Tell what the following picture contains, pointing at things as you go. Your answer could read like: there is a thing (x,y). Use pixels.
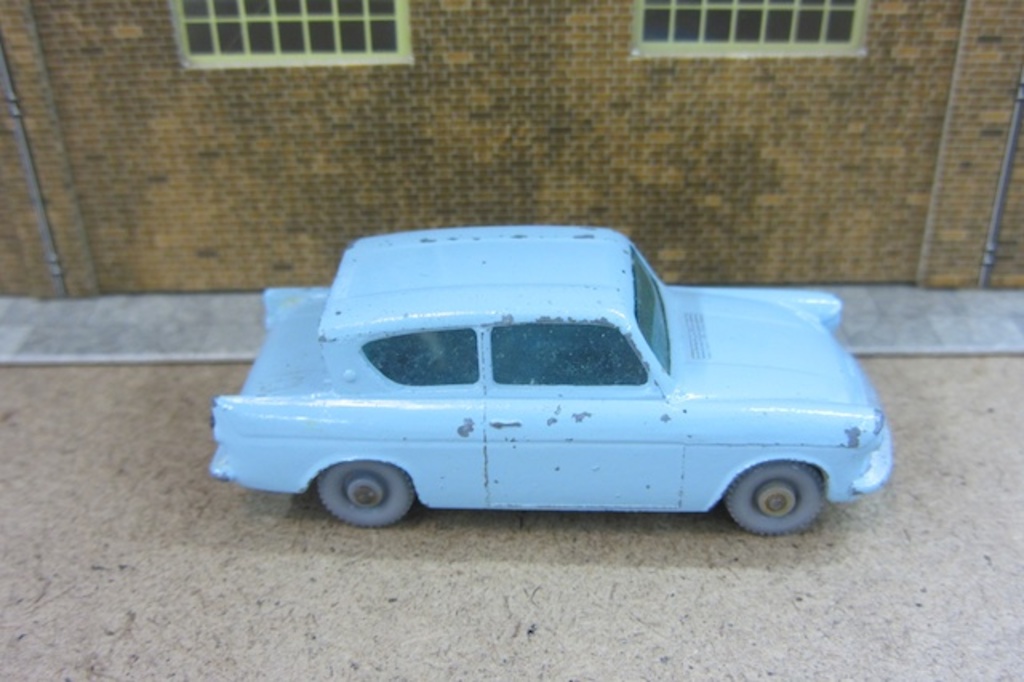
In the middle of the image (497,416) there is a toy car (560,451) on the surface (426,567). In the background (279,184) there is a toy house (91,100) with a wall (893,147) and windows (260,30).
